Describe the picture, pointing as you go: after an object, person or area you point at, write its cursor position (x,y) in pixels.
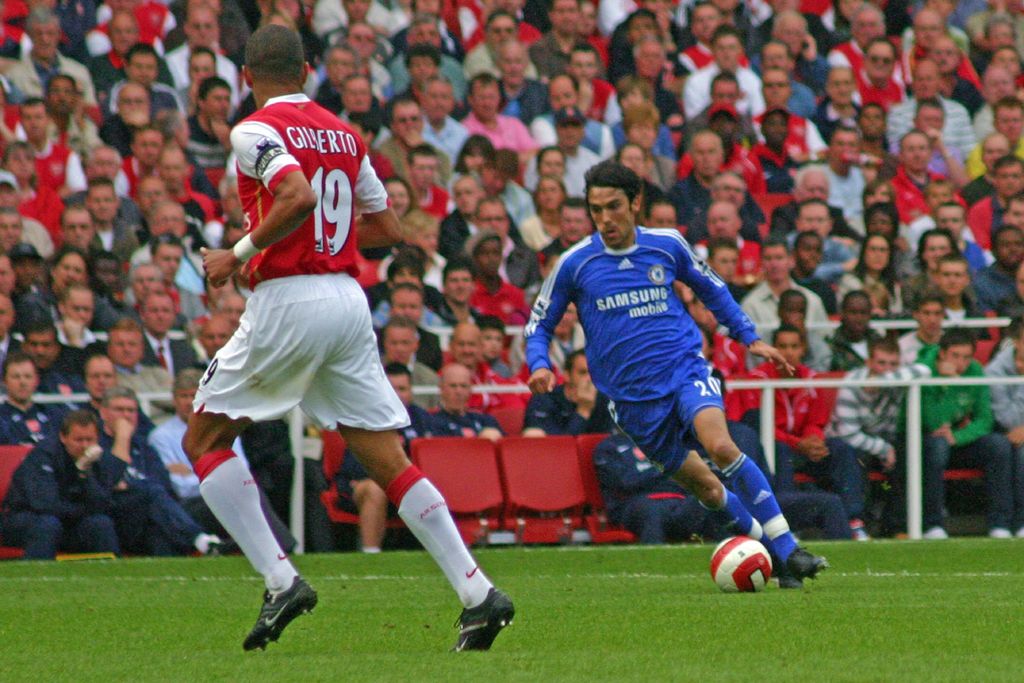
In this picture we can see two men (626,259) running on ground (571,585) and we have a ball (724,566) on ground (683,580) and in the background (399,354) we can see a group of people (525,199) sitting on chairs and looking at this two men (287,368).
